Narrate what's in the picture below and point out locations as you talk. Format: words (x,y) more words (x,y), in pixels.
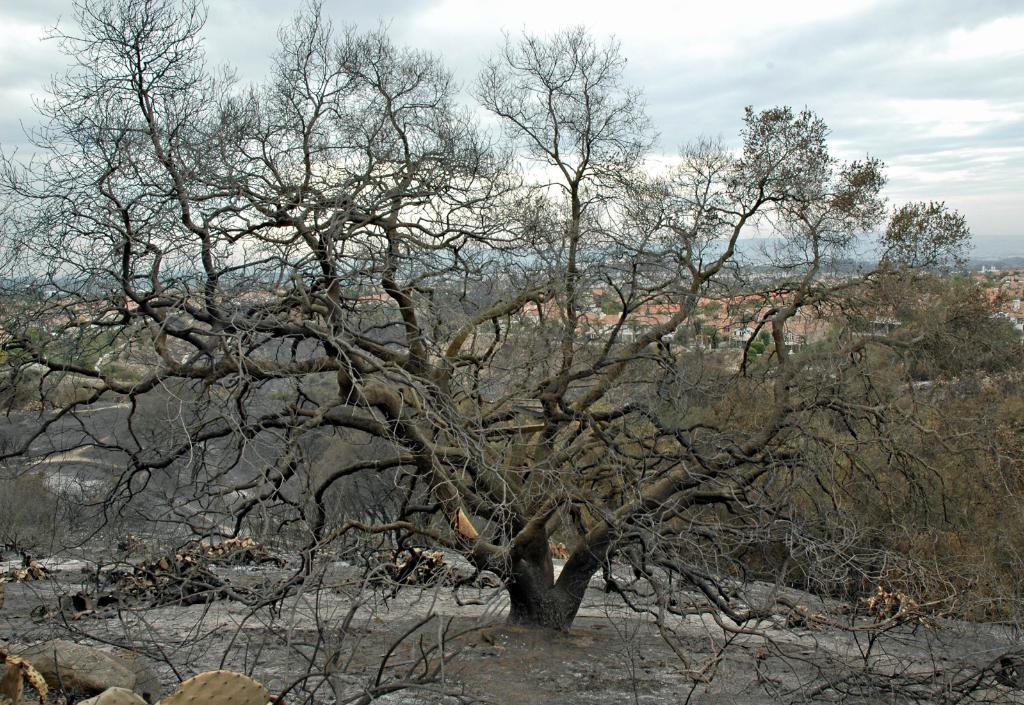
In this picture there is a tree (341,351) in the center of the image (524,444) and there is ash (139,523) at the bottom side of the image (327,531), there are trees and buildings (770,324) in the background area of the image (561,345).
